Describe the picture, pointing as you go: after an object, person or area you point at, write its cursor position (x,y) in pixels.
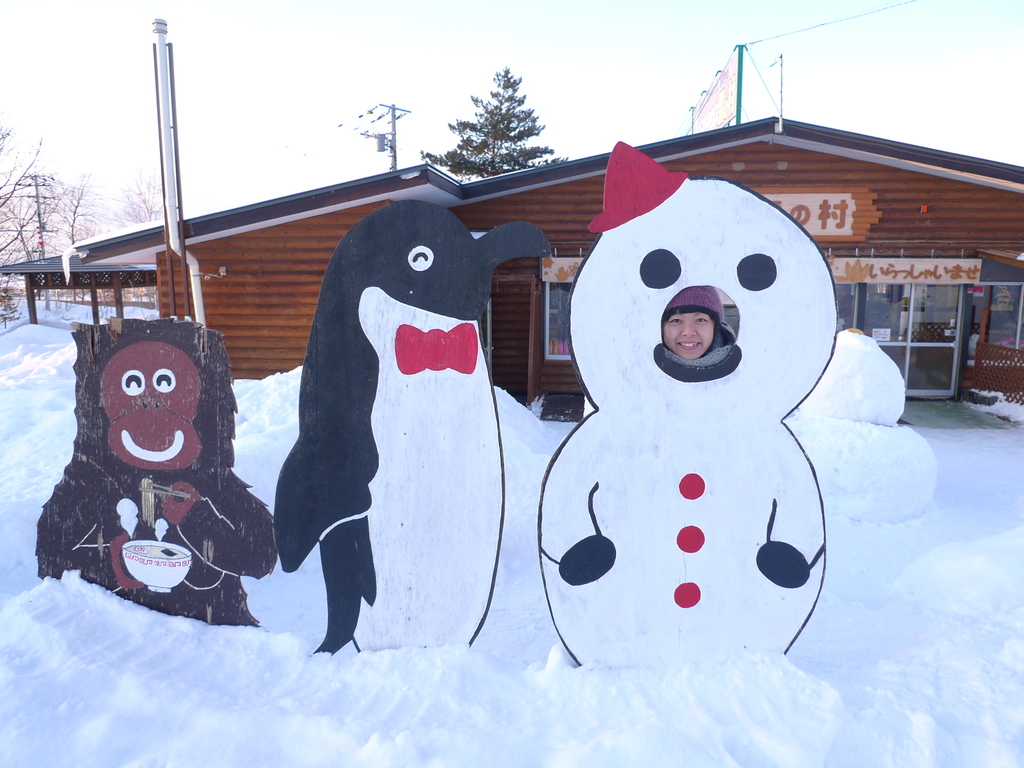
In the image there are three structures (345,503) and there is a person (699,307) behind the structure of snowman (665,400) and around the structures (640,464) there is a lot of ice (5,627), behind the ice (754,737) there is a cafe (892,196), in the background (510,116) there are some trees (494,117).
